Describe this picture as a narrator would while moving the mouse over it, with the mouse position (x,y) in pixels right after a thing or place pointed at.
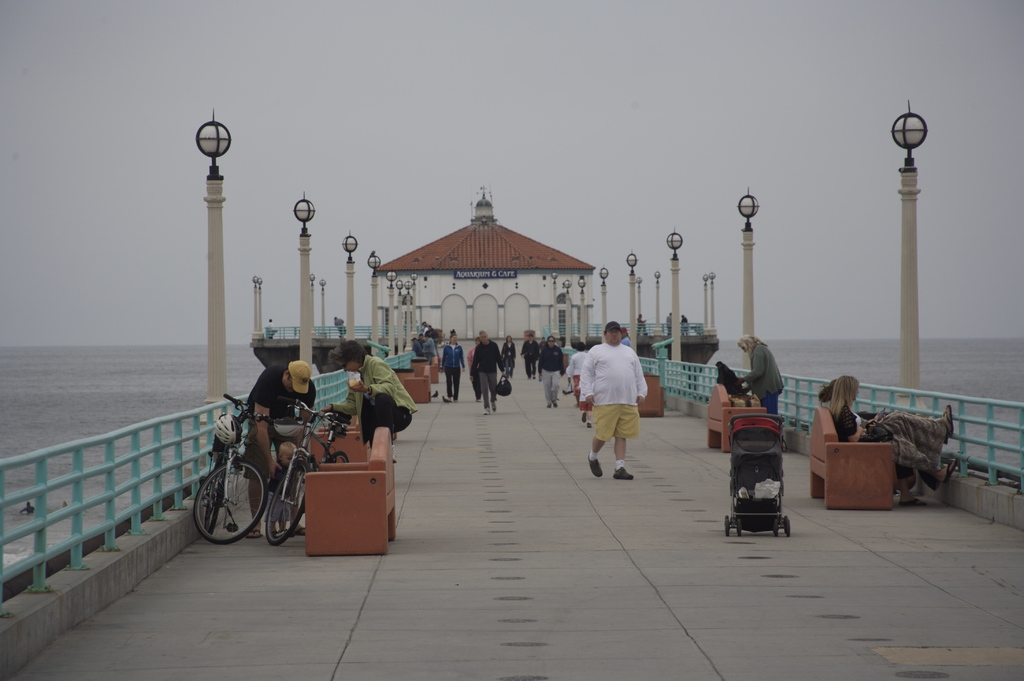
In this picture we can see a bridge (574,475) here, there are some people (586,418) walking here, on the left side (236,492) we can see two bicycles (221,482), there is water (168,393) here, we can see some poles (389,323) and lights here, there is the sky (602,152) at the top of the picture (554,102).
